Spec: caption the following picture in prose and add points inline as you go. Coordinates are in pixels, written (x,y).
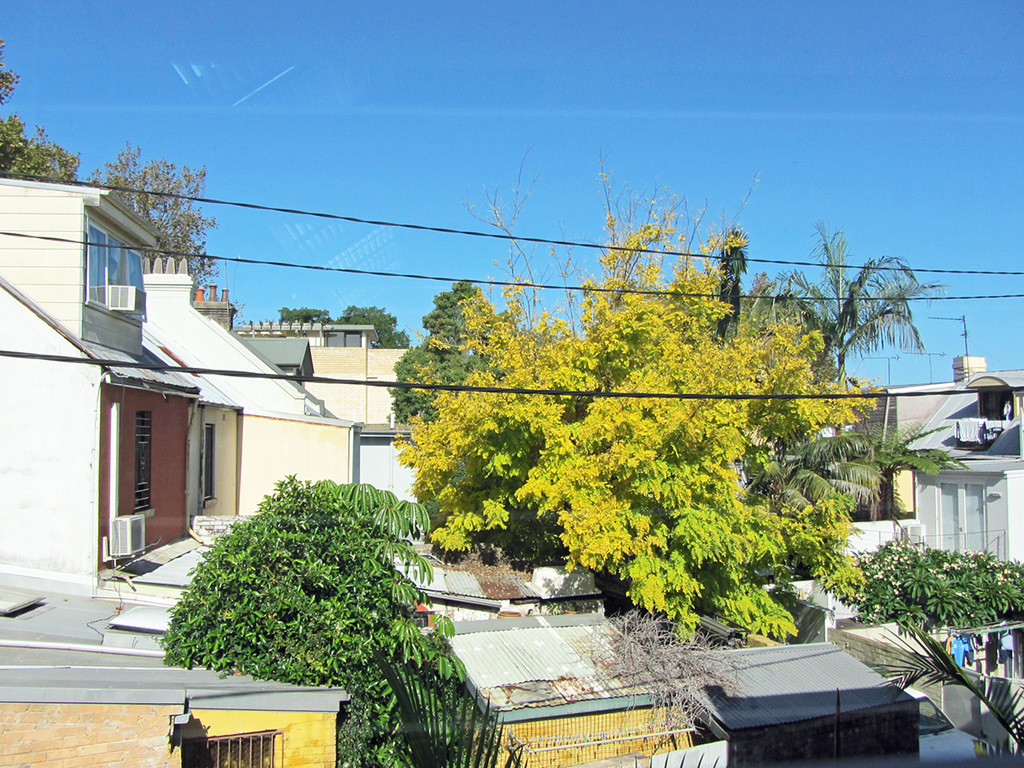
In this picture we can see many houses (225,381), trees (576,363) and wires (272,378). At the top (655,205) the sky (546,38) is blue.
